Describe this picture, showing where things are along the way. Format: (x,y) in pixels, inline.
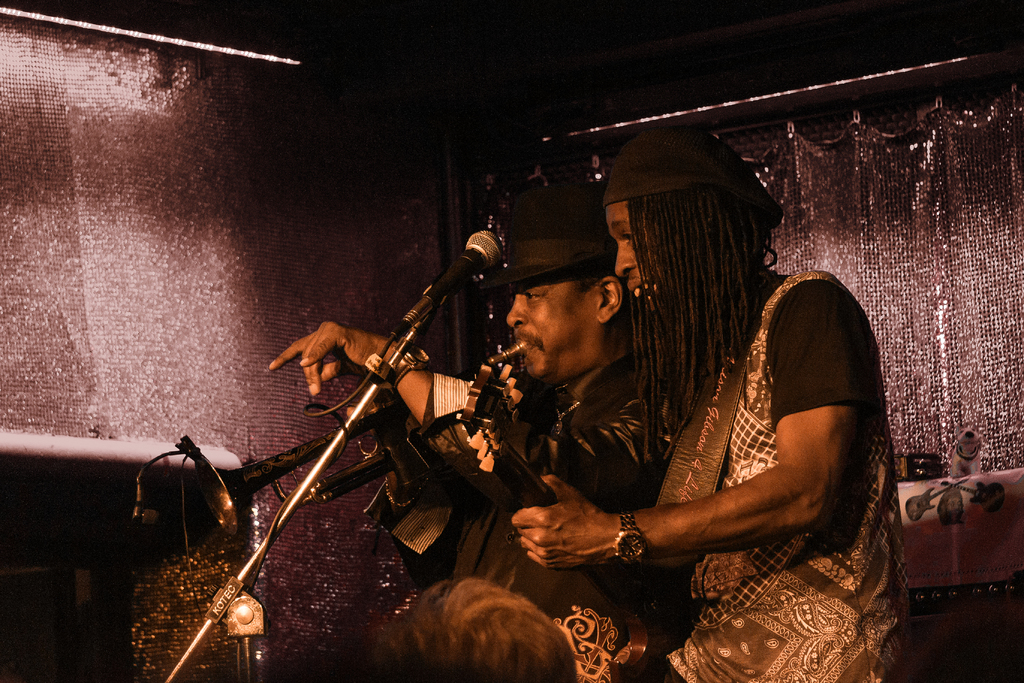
In this image we can see this person (782,373) is playing the guitar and this person (525,293) is playing the trumpet (328,487) and there is a mic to stand (238,605). The background of the image (973,200) is dark.
